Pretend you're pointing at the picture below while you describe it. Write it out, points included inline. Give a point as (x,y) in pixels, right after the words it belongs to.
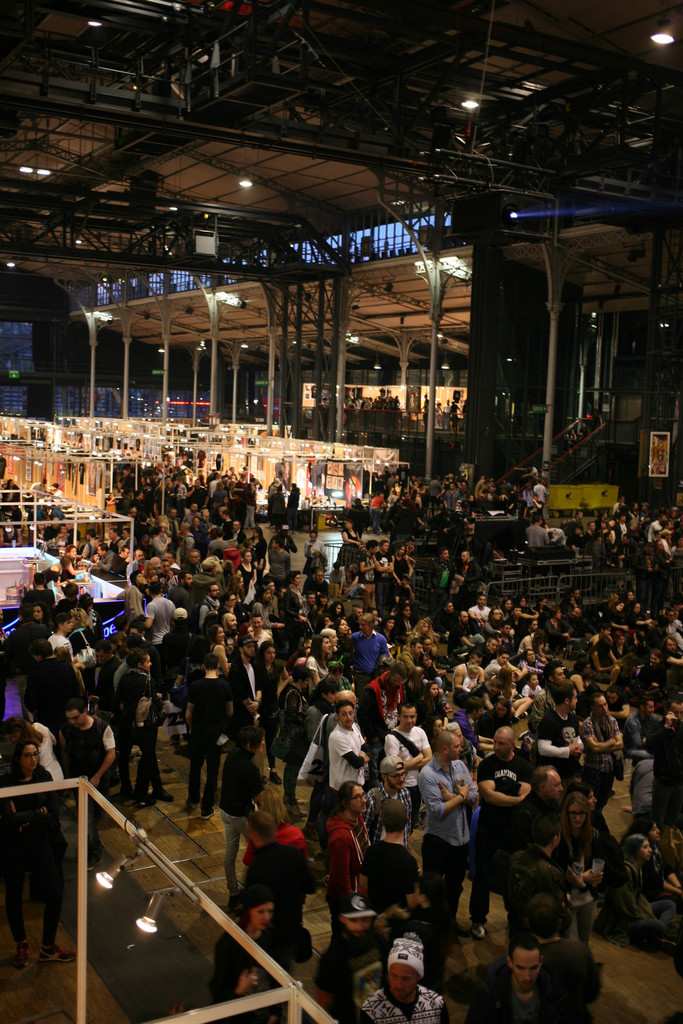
In this image, I can see groups of people (334,750) standing and groups of people (493,711) sitting on the floor (597,954). I can see stalls (91,590), barricades (594,601), lights (447,271) and iron poles (318,435). At the top of the image (226,237), I can see iron trusses (229,232).
